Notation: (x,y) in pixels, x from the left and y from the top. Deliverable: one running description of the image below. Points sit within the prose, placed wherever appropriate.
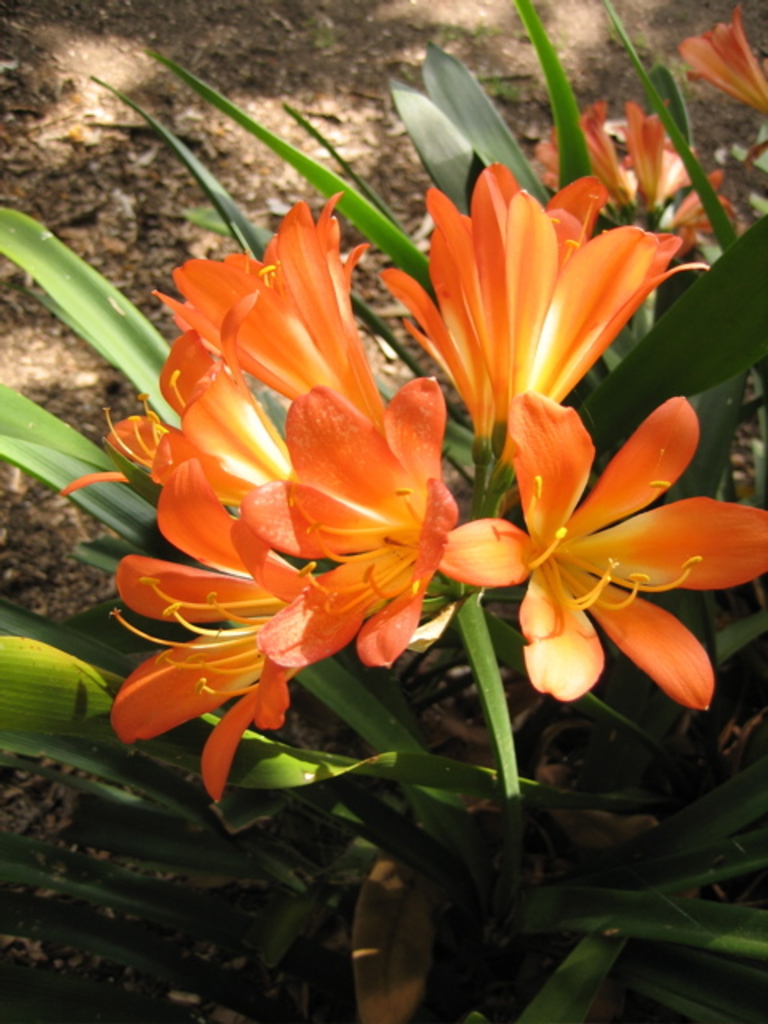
In this image I can see there are orange color flower plants (512,466).
